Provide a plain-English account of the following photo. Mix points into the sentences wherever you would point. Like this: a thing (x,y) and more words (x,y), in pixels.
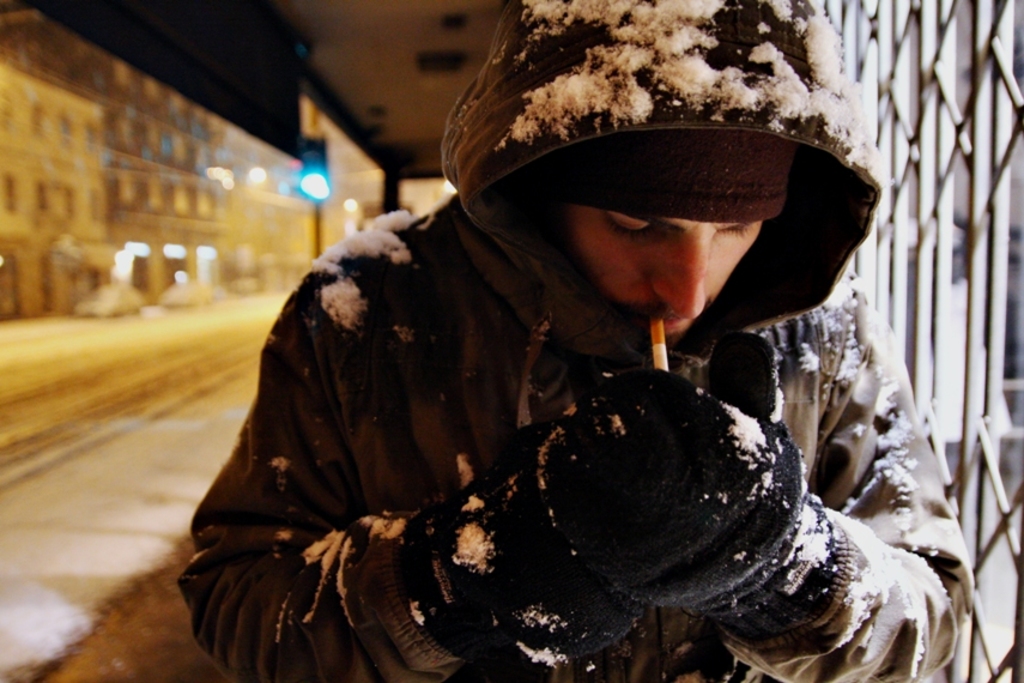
In this image we can see a man (690,108) is wearing jacket (426,418) and gloves (623,541). Hand (654,500) holding cigarette (656,349) in his mouth (665,319). Behind him grille (1016,111), road (150,431), cars (124,294) and buildings (220,212) are present.
